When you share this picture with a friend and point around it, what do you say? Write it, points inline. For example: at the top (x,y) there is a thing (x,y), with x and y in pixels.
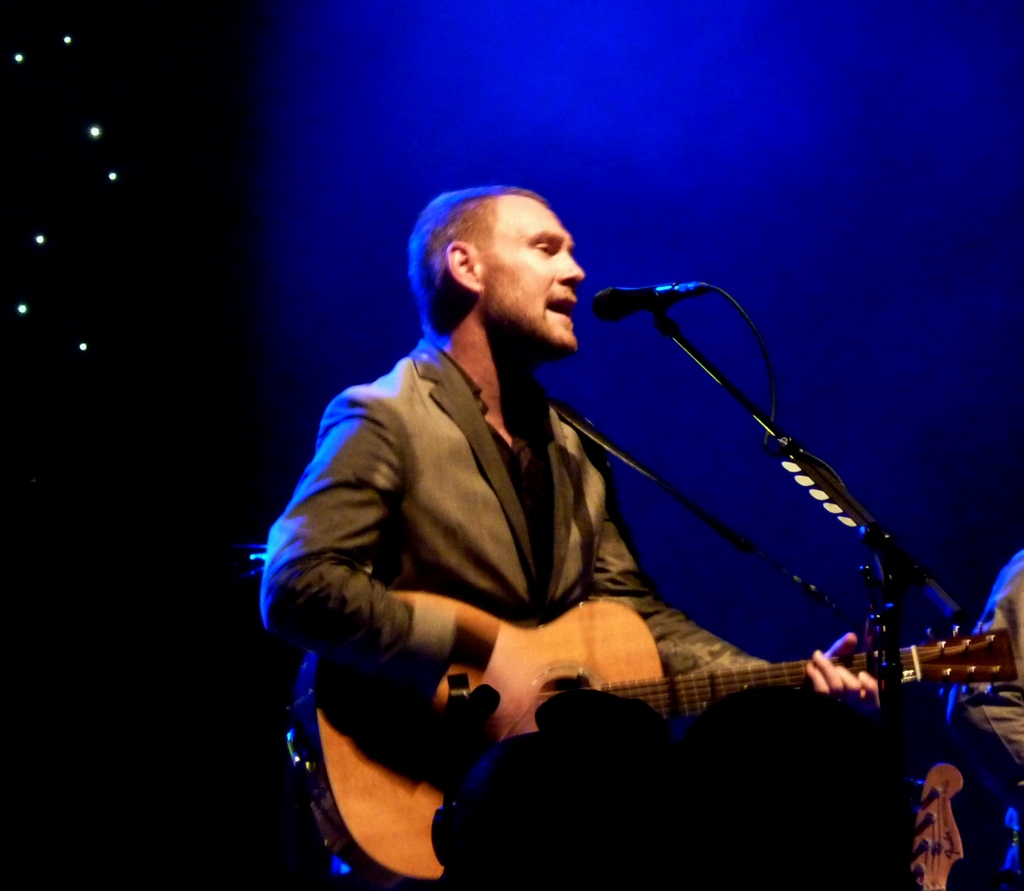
In this picture we can see a man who is standing in front of mike (625,309). And he is playing guitar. On the background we can see some lights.
